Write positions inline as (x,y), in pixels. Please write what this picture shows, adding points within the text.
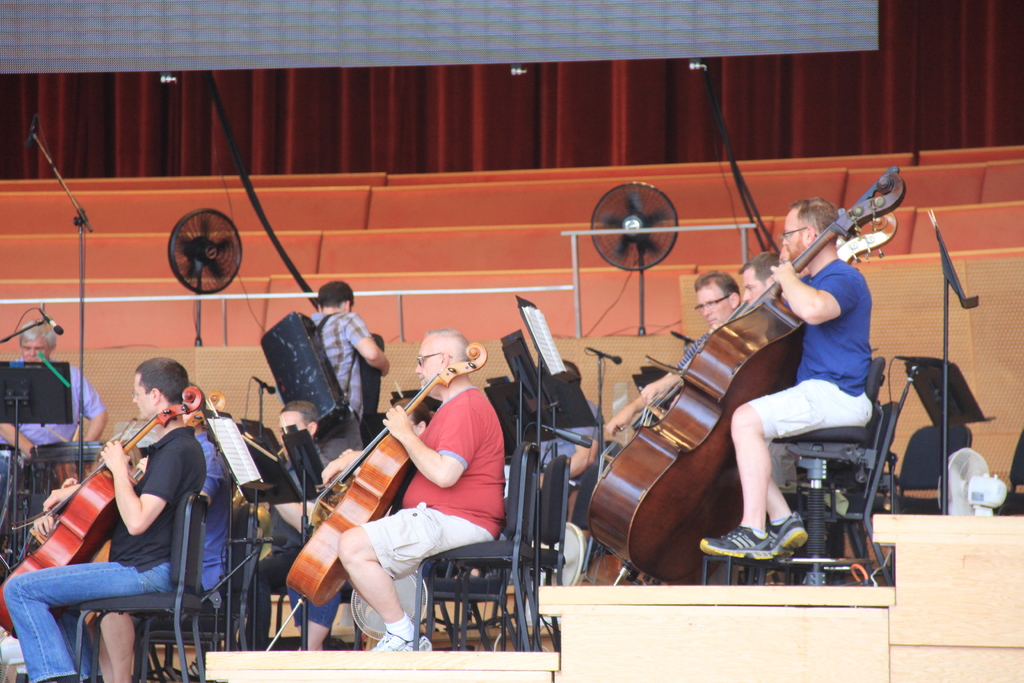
Few people (150,473) are sitting on the chairs (514,487) and playing the instruments (763,386) and that's a fan (662,255) at here.
